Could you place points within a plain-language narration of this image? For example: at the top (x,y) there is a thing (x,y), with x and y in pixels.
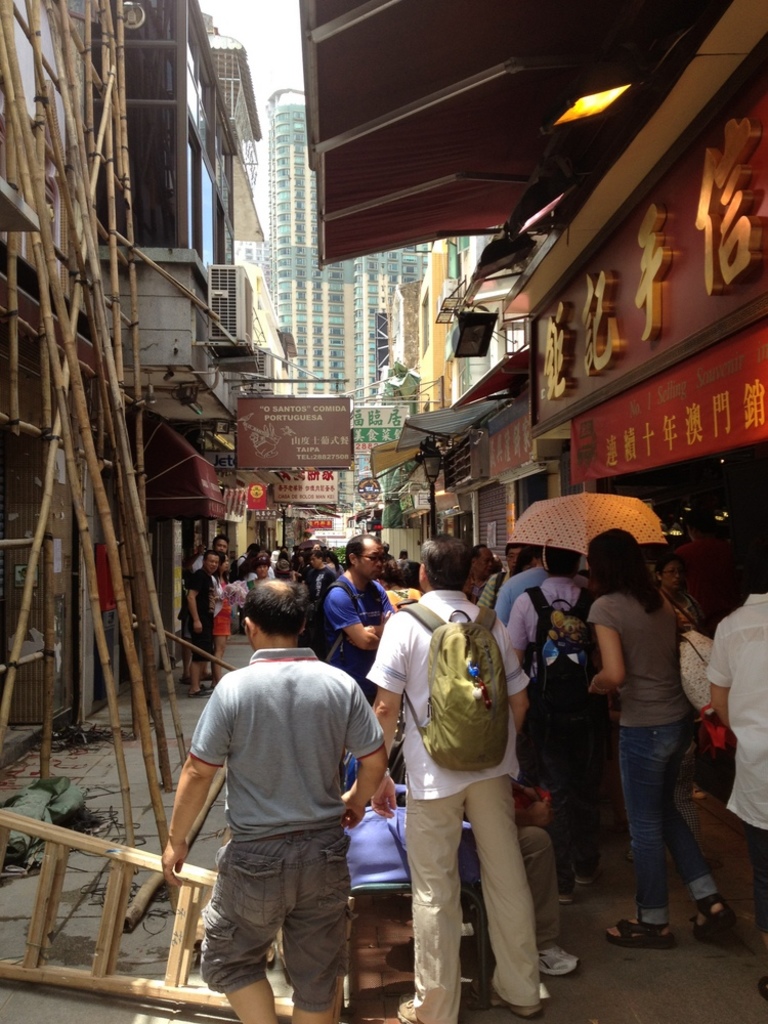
In this there are people (360,591) in the center of the image (470,611) and there are stalls (756,208) and posters (503,433) in the image and there are bamboos (163,827) and a ladder (109,841) on the left side of the image (145,860) and there is a building (291,159) in the background area of the image (296,287).
